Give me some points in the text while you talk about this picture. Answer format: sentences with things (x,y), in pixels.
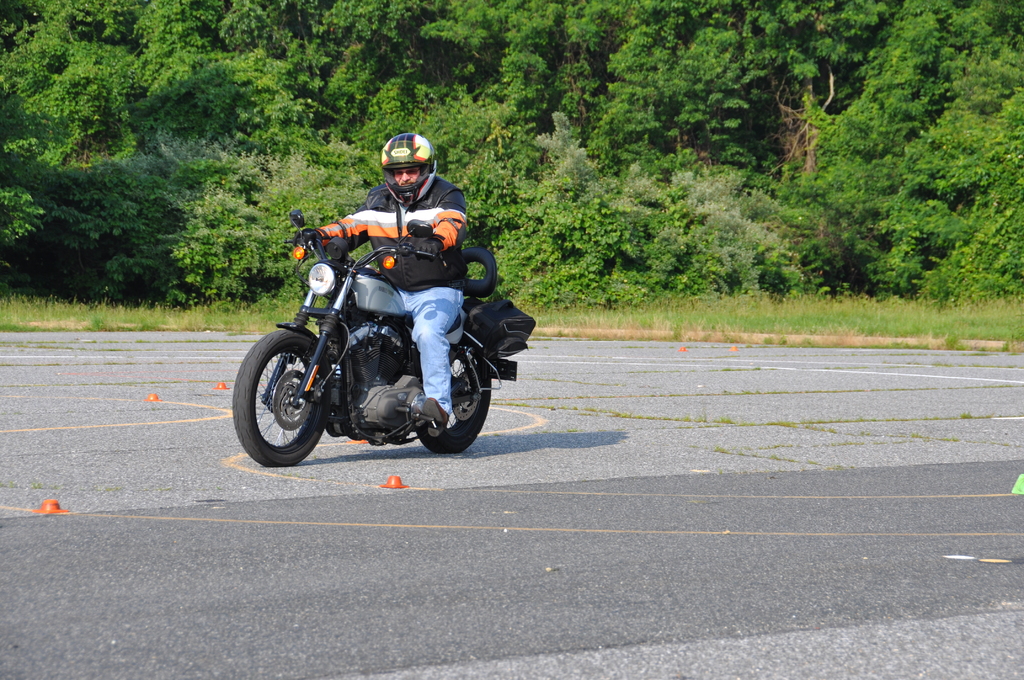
In this image we can see a person (411,284) is riding bike (394,404) on the road (751,547). He is wearing black and orange color jacket (429,221) with jeans (435,292) and helmet (402,155). Behind him so many trees (727,104) and grassy land (638,320) is present.
